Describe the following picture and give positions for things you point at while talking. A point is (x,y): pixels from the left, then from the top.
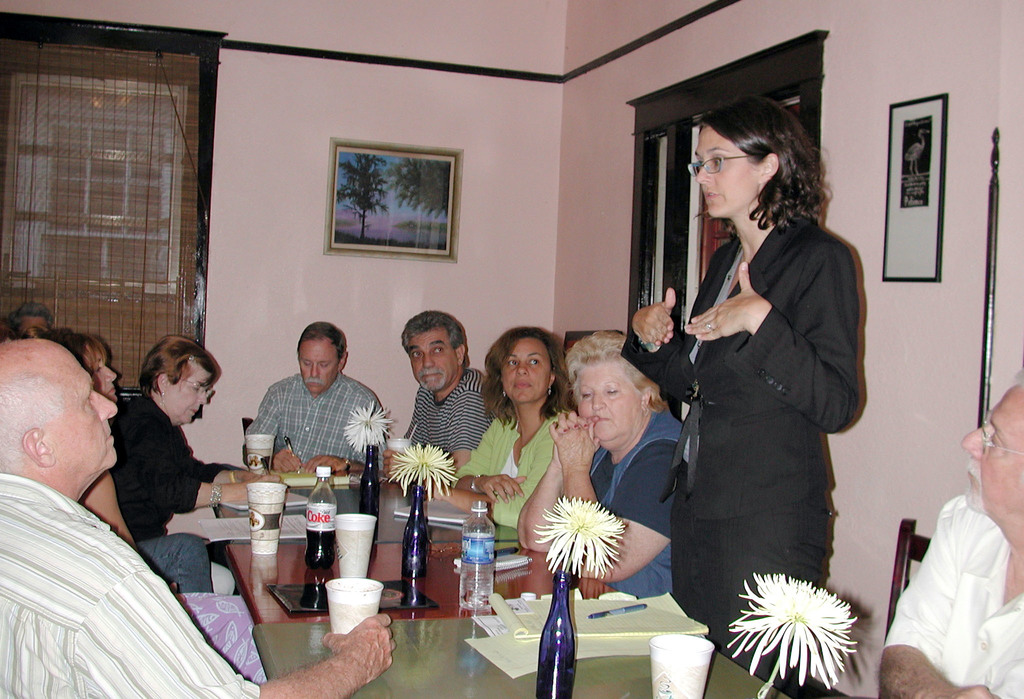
There is a woman (770,324) in black color dress (760,398) standing and speaking. Beside her, there are group of people (550,409) sitting around the table (317,629). There are bottles (421,518), flowers (446,475), pen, books (505,610), glasses (341,520) and other items (325,606) on this table (436,678). In the background (344,299), there is poster (366,168) on the pink color wall (402,127), and there is a window (116,180).
